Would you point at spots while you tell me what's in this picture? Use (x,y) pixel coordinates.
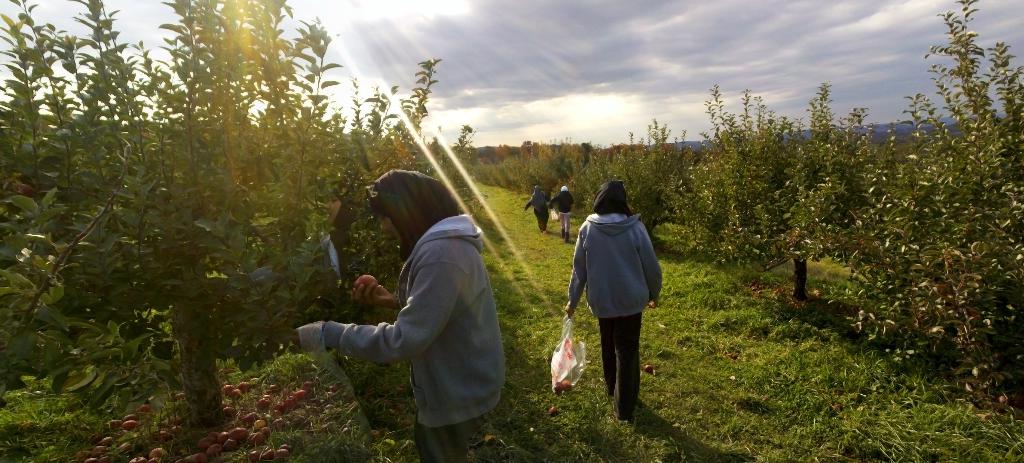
In this image we can see people (474,224) walking on the ground (522,312) and some of them are holding polythene covers (564,377) in their hands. In the background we can see trees (355,144), fruits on the ground (182,398) and sky (419,60) with clouds (713,60).
